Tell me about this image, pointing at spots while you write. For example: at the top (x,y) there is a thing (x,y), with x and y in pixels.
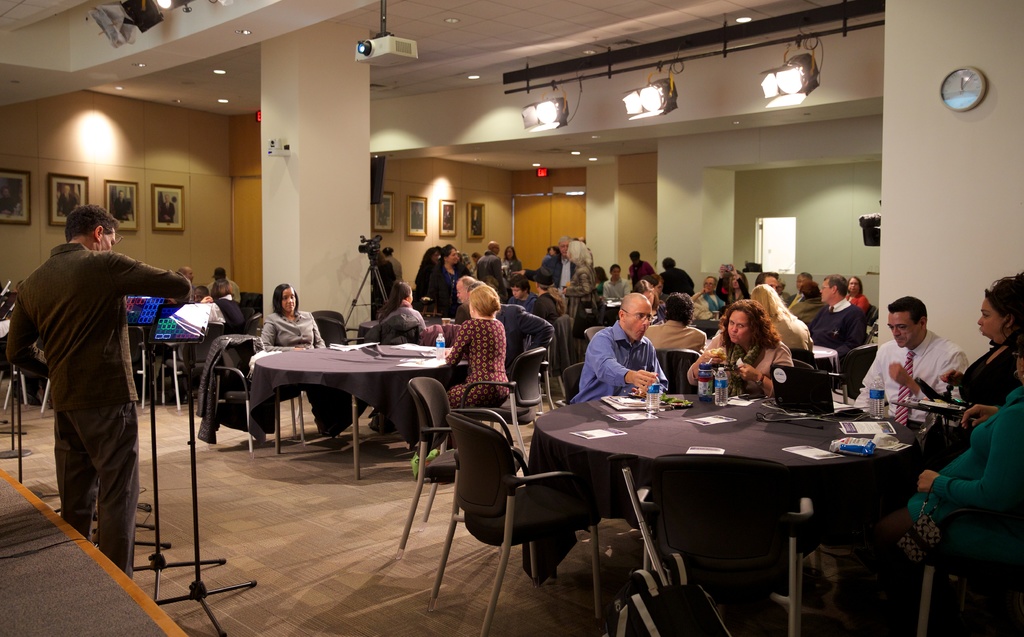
In this image we can see many people (595,382) sitting around the table (825,479). We can see bottles (722,380), laptop (811,390) and papers (805,448) on the table (651,422). In the background (953,77) we can see a wall clock (980,82), lights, projector (378,41), video camera (372,255) and photo frames (17,175) on wall (135,179).
